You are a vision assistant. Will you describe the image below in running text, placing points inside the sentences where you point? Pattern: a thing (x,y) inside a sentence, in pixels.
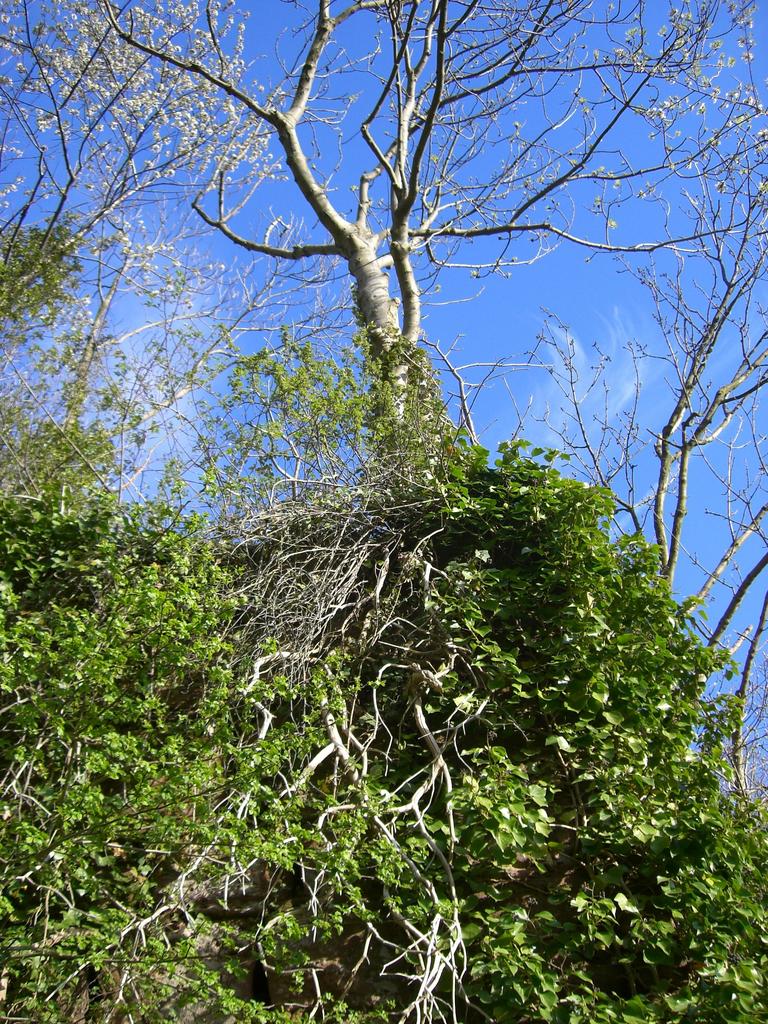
Here we can see trees (208,459), green leaves (96,625) and clouds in the sky (276,181).
